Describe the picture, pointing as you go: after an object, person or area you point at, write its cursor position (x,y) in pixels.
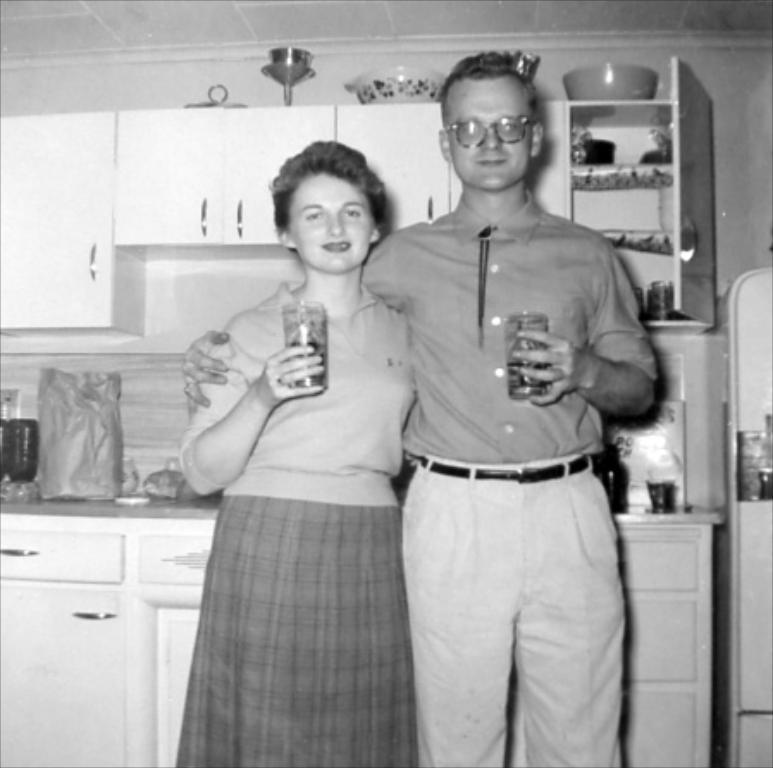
In this picture, we can see a black and white image, a few people (473,337) are holding some objects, we can see the wall (159,322) with cupboards (701,236), and some objects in it, we can see the roof (447,5).
